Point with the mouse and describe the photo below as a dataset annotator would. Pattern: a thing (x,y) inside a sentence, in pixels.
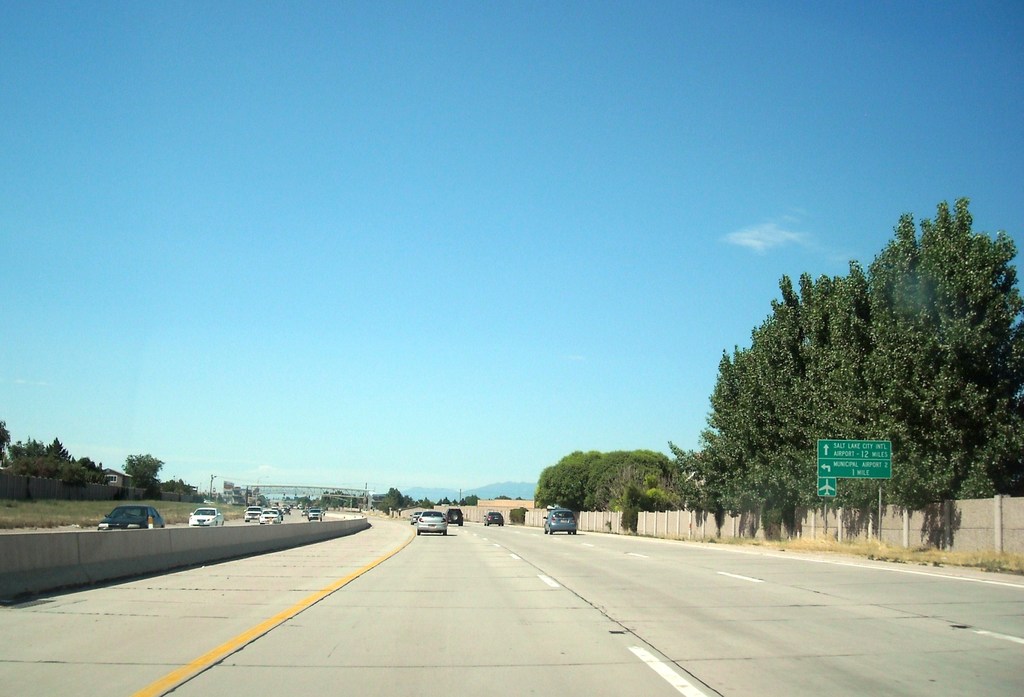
In this image there is a highway (468,605) in the middle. On the highway (594,602) there are so many vehicles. There are trees (850,427) on either side of the road (486,609). On the right side (737,525) there is a concrete wall (873,518) beside the road (708,593). There is a direction board (839,477) which is kept on the sidewalk (901,546). At the top (550,167) there is the sky (568,181).
